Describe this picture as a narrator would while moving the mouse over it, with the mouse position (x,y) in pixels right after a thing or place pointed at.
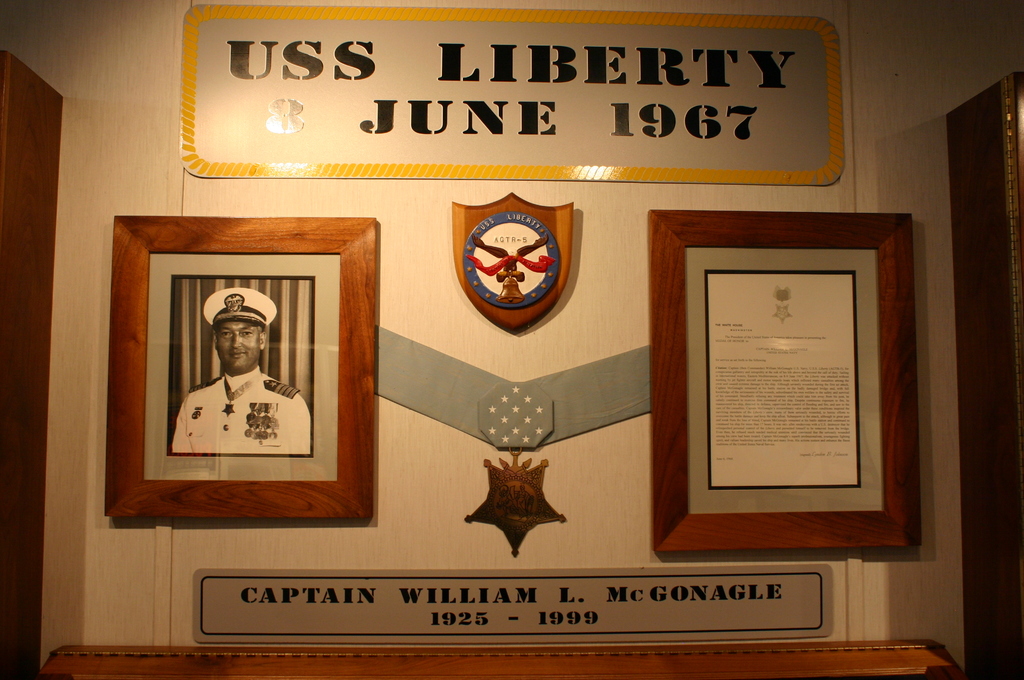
In the picture I can see a photo frame (339,393) on the wall (95,378) on the left side (279,446) and I can see another frame (704,360) on the wall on the right side (717,392). I can see an award shield (489,249) on the wall (435,239) in between the frames (357,364). There is a name plate board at the bottom of the image (524,612).
